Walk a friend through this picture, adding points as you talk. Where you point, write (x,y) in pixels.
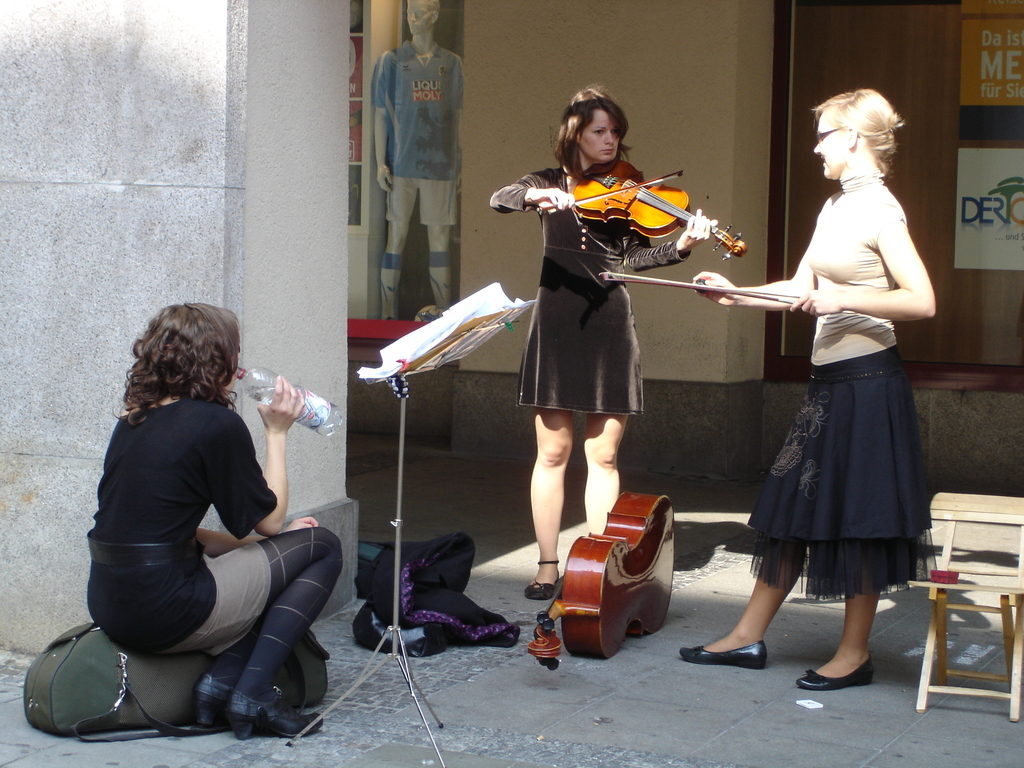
In this picture we can see three people (572,349) one playing a musical instrument (605,177) and one sitting on the bag (113,656) and holding a water bottle (304,415).
